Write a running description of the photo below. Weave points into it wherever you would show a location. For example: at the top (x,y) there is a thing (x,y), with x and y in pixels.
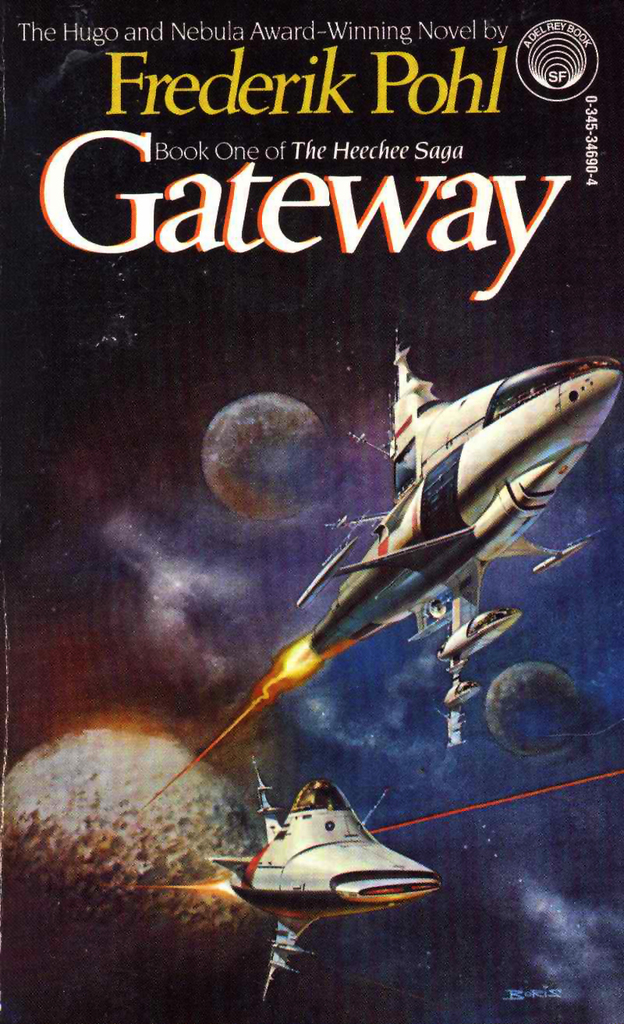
This image consists of a book cover (398,827) in which there are spaceships (312,882). At the top (308,93), there is a text (190,152).
